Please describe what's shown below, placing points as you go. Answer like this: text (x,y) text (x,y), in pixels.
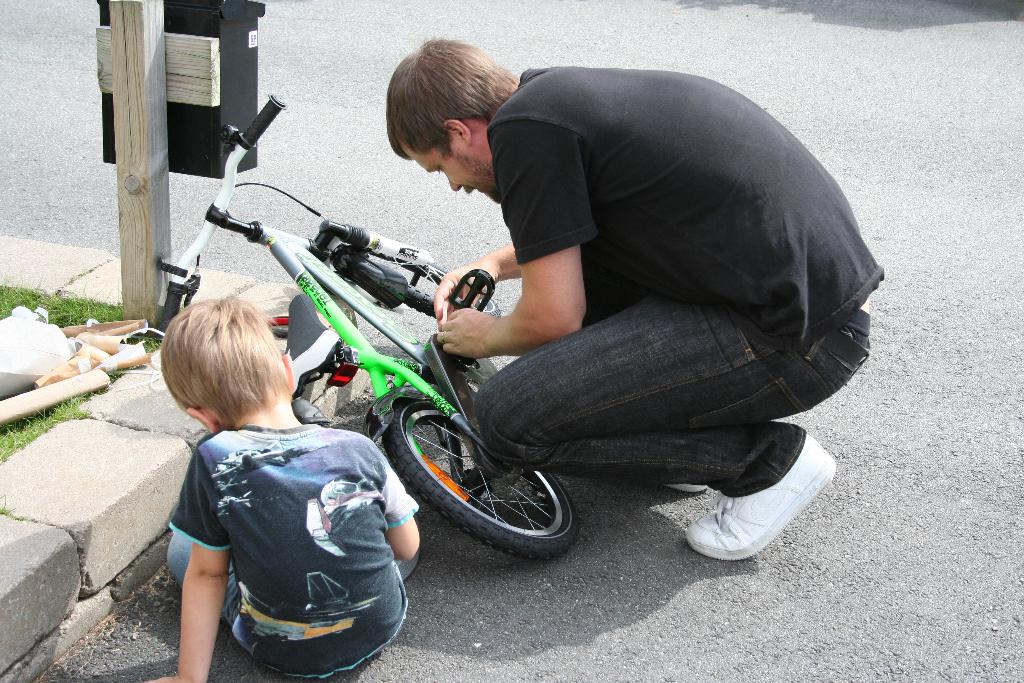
In this picture there is a man (776,400) who is wearing black t-shirt (665,219), trouser (641,367) and white shoe (799,476). He is in squat position. He is repairing bicycle's pedal (488,290). At the bottom (228,527) there is a boy (258,493) who is sitting on the road (489,610). At the left (126,42) there is a wooden pole (133,141) and black box (207,119). Beside that we can see wooden sticks (79,369) on the grass (9,444). On the bottom left corner (31,637) we can see concrete bricks (87,511).
